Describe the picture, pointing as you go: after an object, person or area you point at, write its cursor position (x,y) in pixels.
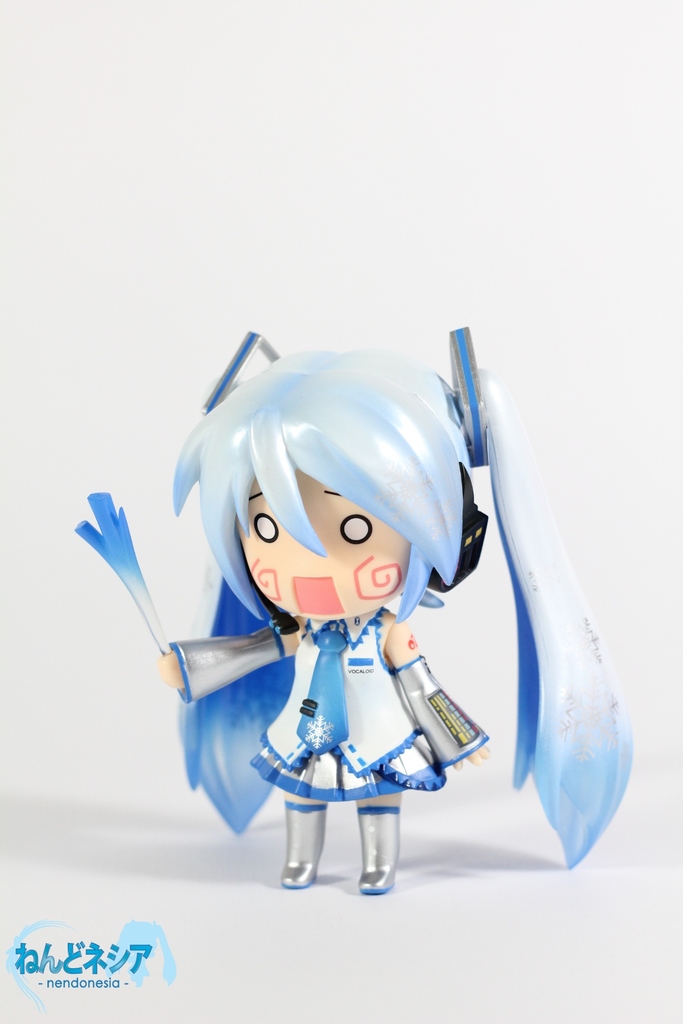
In this image there is a toy of a girl (310,639). In the bottom left (52,966) there is text (72,952) on the image. The background (67,355) is white.
